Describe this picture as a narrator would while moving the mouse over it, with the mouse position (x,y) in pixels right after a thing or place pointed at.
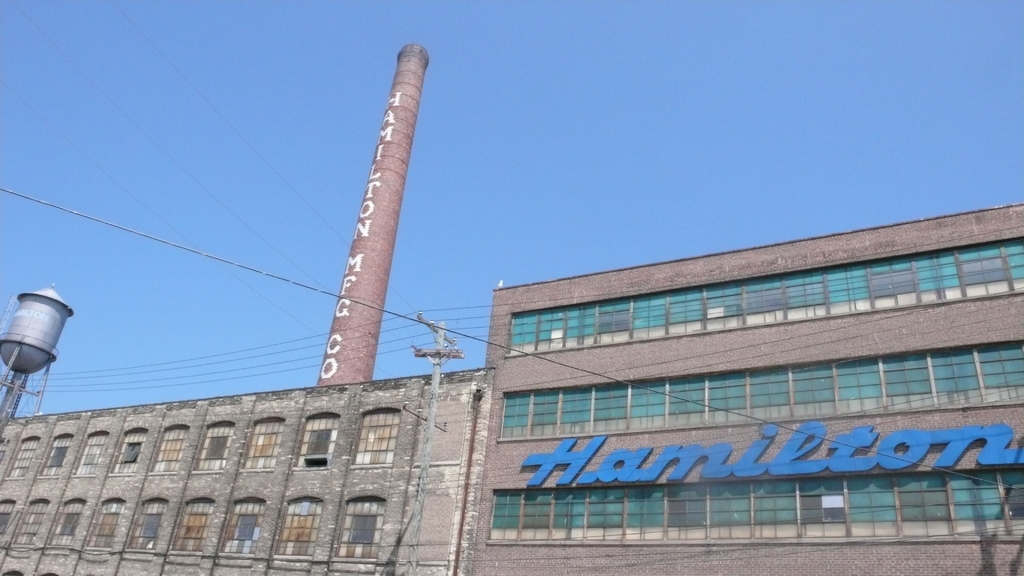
In this picture we can see buildings (343,436) with windows (393,428), wires (99,222), pole (424,472), tower (405,77) and in the background (774,50) we can see sky (603,166).
